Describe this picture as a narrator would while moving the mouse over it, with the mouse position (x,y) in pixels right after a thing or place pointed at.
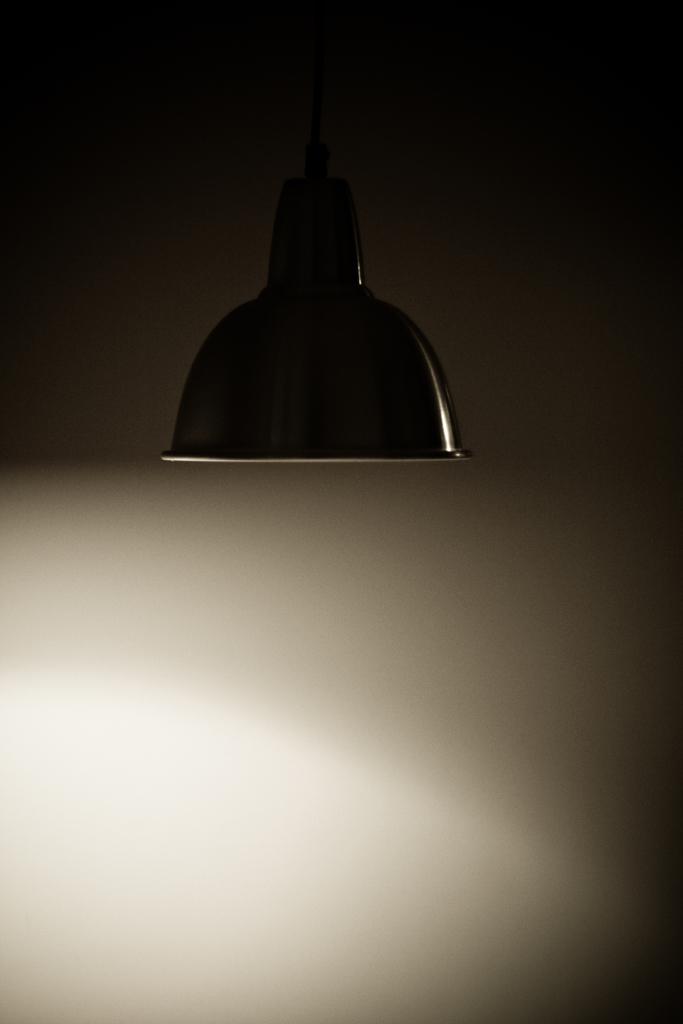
In this image I can see a bulb cover (302,268) in the front (296,319). I can also see white colour wall (258,731) in the background (599,204) and I can see this image is little bit in dark.
